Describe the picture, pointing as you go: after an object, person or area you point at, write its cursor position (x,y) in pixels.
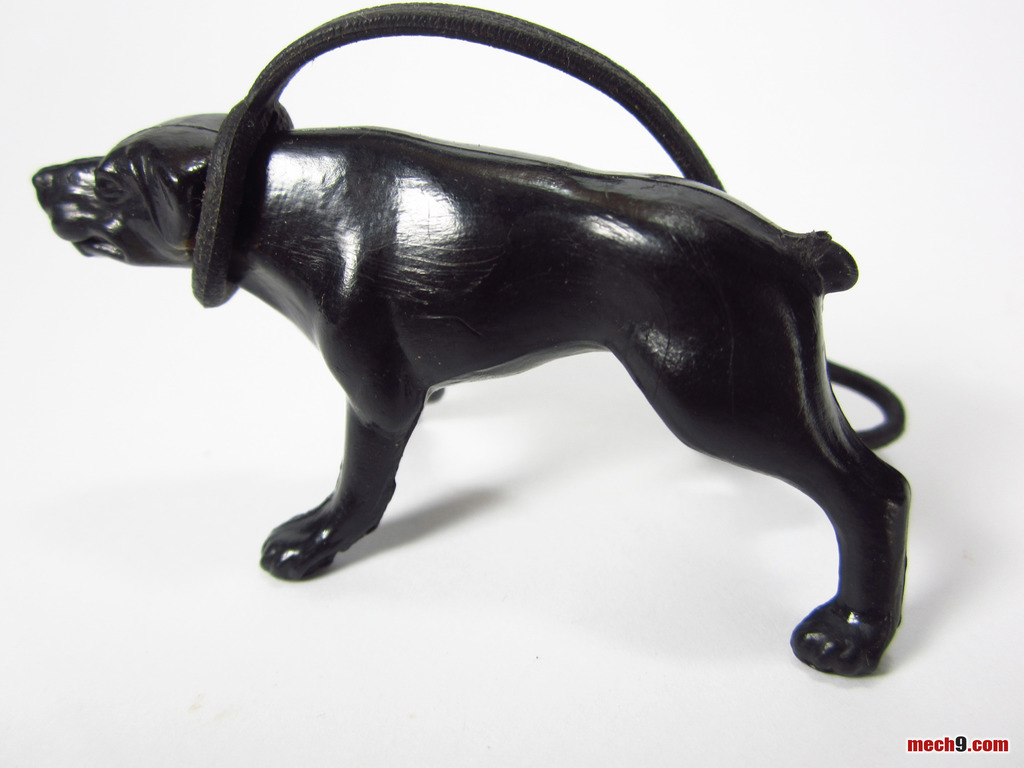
In this image we can see an animal toy (428,371) on a platform (279,478) and at the bottom corner (975,756) on the right side (986,742) we can see a text (945,750) written on the image.
